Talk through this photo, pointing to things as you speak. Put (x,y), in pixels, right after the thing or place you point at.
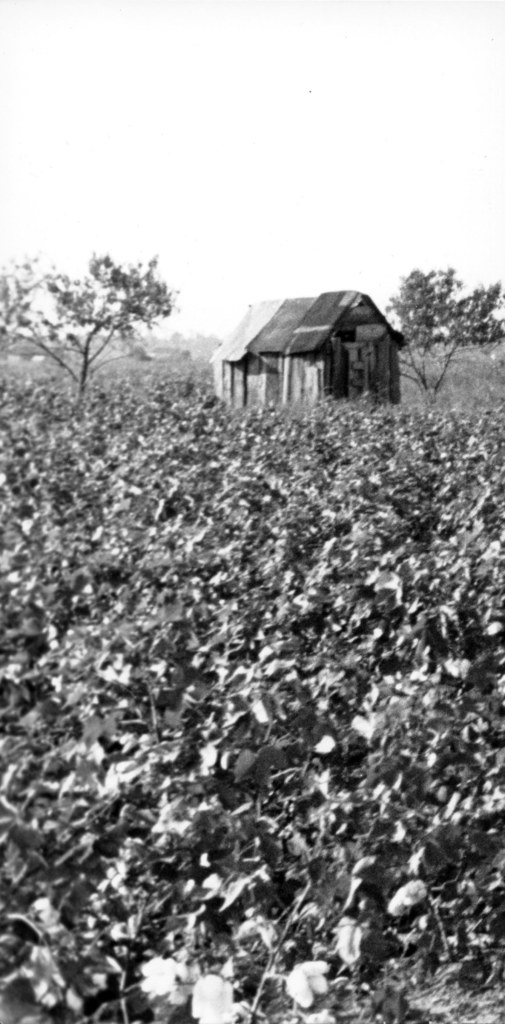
In this picture we can see plants (358,759) and in the background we can see a shed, trees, sky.
